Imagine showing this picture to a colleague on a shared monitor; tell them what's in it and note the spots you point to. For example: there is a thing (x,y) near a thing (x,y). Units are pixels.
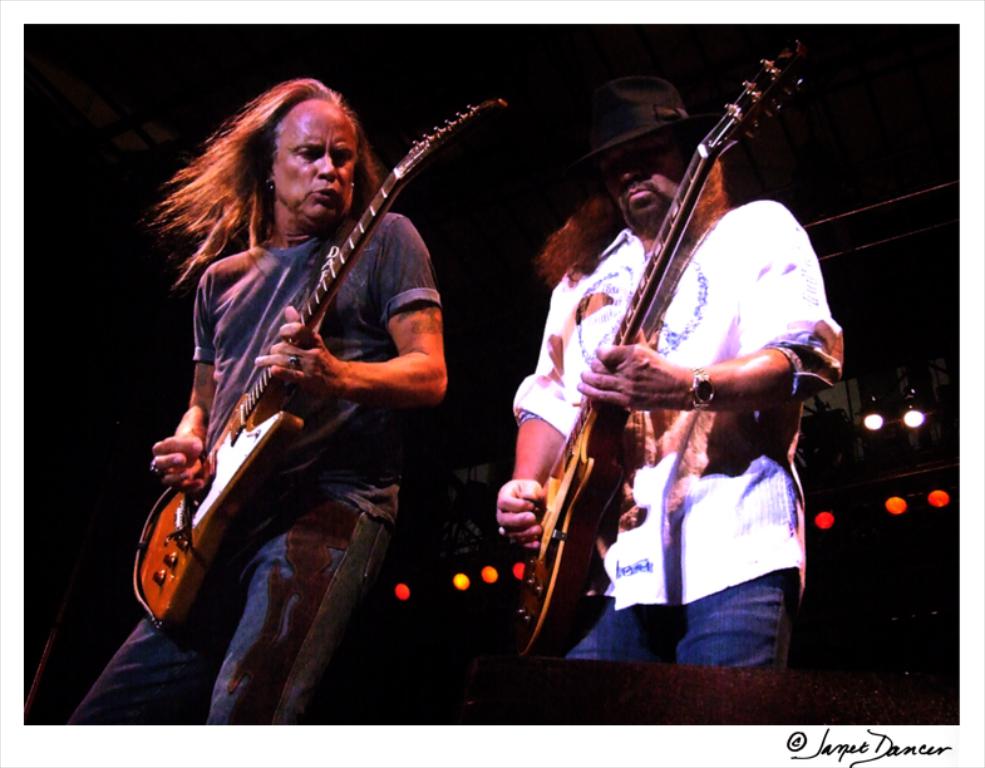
Here we can see two persons (719,319) are playing guitars (537,563). And these are the lights (901,506).
